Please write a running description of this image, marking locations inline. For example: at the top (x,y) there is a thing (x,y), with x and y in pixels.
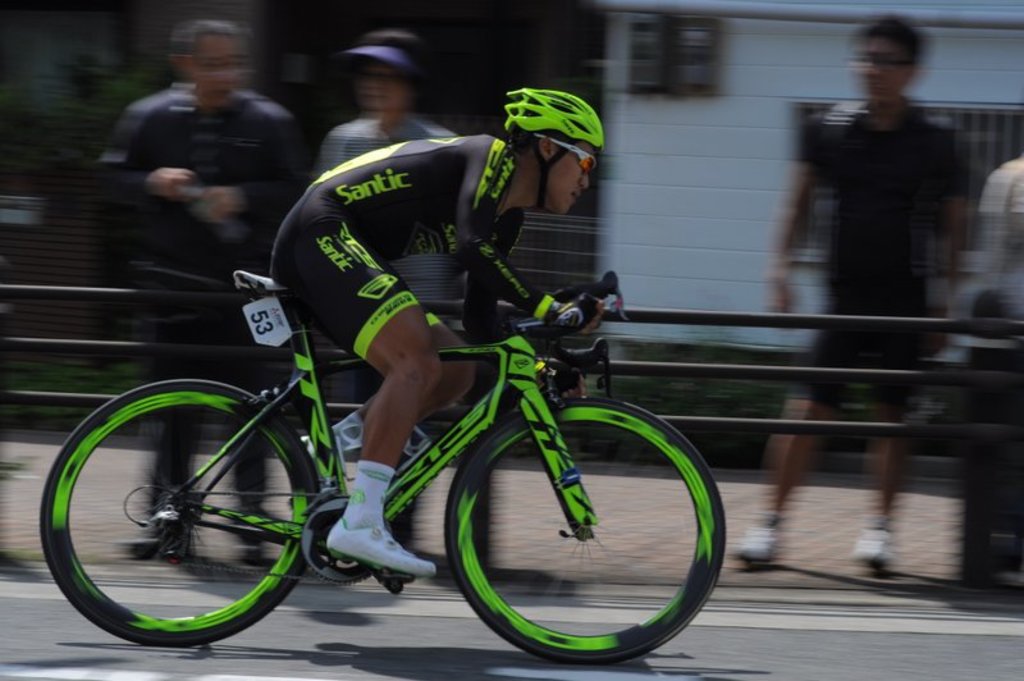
A man (435,198) is riding a bicycle (314,564) in a sports event. There are few people (222,188) in the background (834,175).
